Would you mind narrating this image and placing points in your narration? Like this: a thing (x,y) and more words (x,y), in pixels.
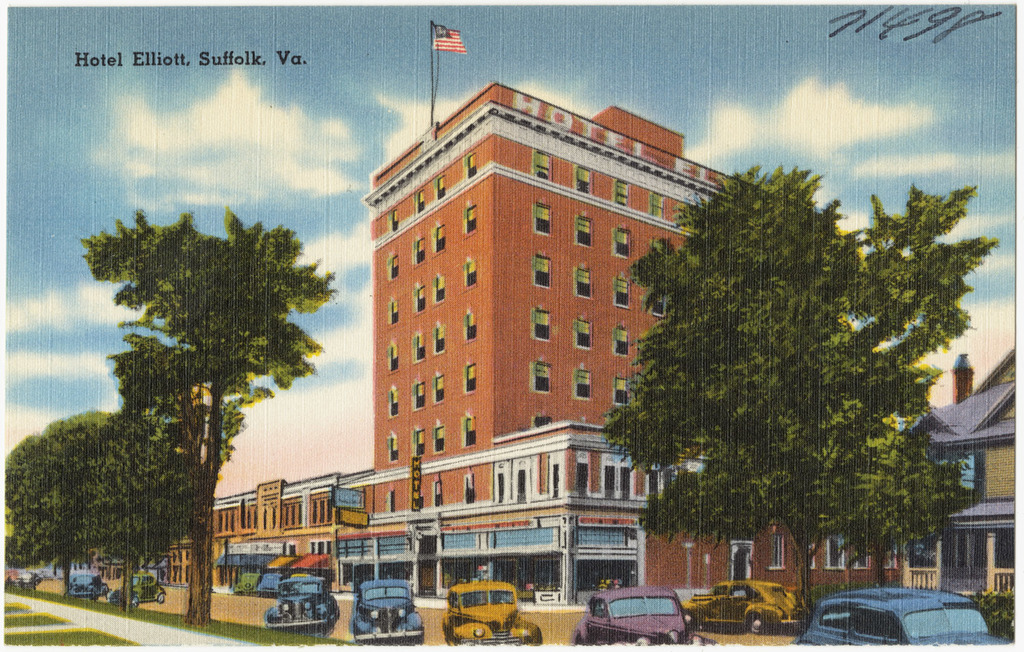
In this picture we can see poster (748,215), in this poster (686,325) we can see cars (236,586), grass (72,635), trees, buildings (504,520), flag (438,34), pole (431,69) and boards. In the background of the image (398,98) we can see sky (469,56) with clouds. At the top of the image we can see text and number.
